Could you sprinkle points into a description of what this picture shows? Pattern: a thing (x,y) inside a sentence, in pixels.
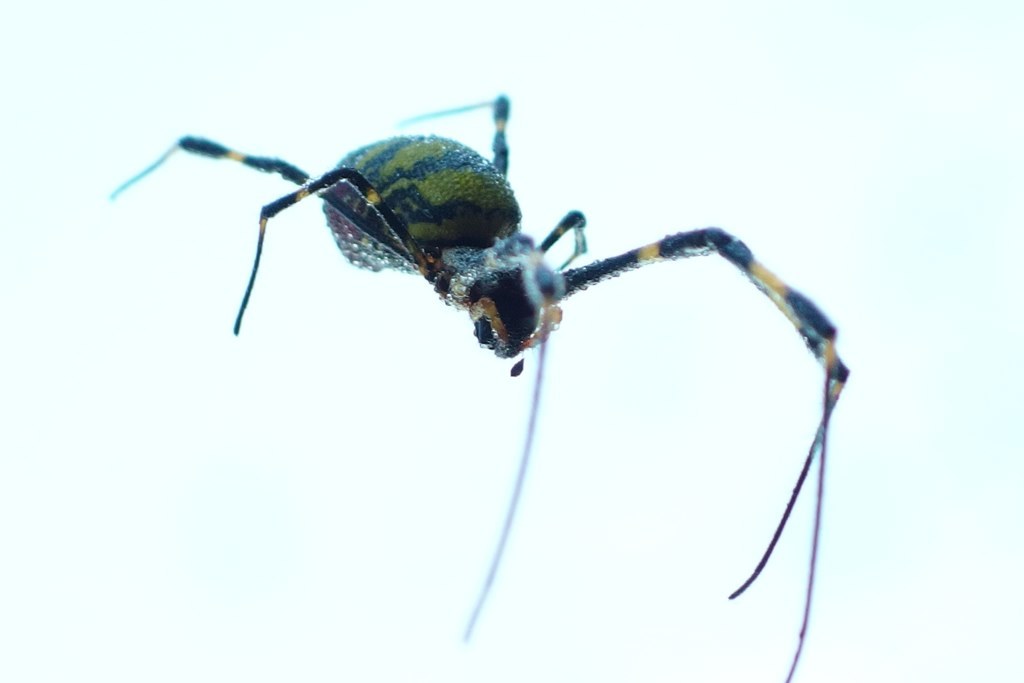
In this image I see a spider (457,218) which is of green, black and yellow in color and it is white in the background (743,164).
